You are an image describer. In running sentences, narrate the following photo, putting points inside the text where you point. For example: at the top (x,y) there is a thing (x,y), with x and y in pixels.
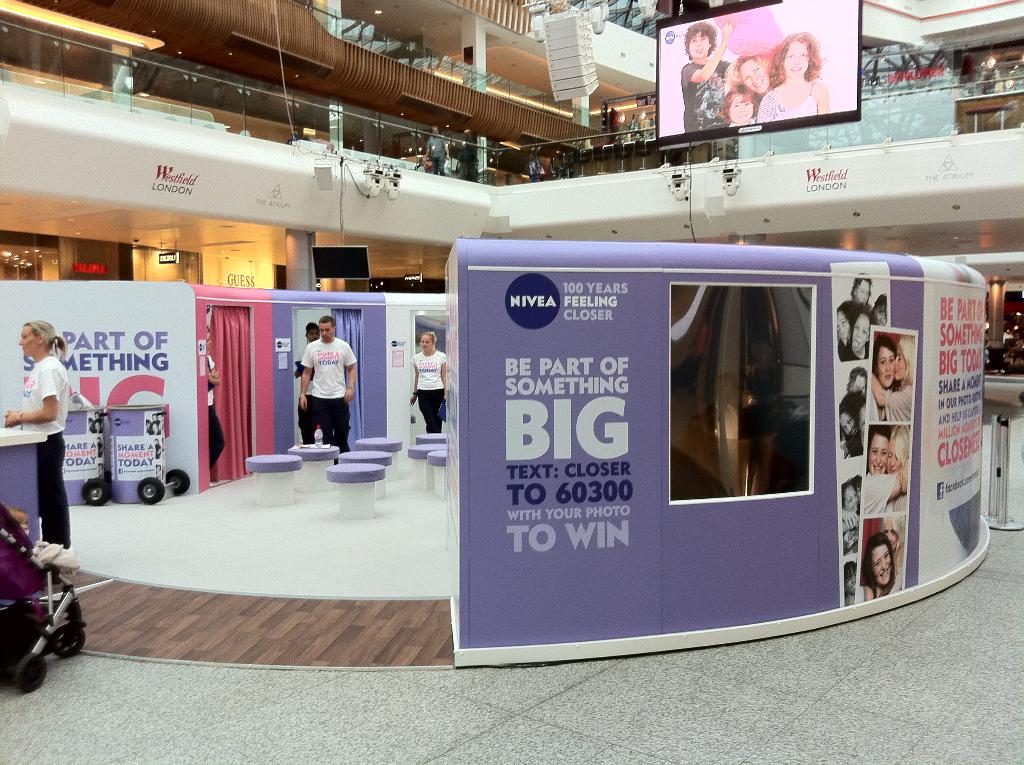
In the picture I can see some persons (60,421) wearing white color T-shirt (60,421), black color pant (48,511) standing and walking through the floor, there are some objects (316,478) which are in blue color, there are curtains (240,407), cabins (495,348) and in the background of the picture (680,142) there is screen (720,48), glass railing (407,148).
